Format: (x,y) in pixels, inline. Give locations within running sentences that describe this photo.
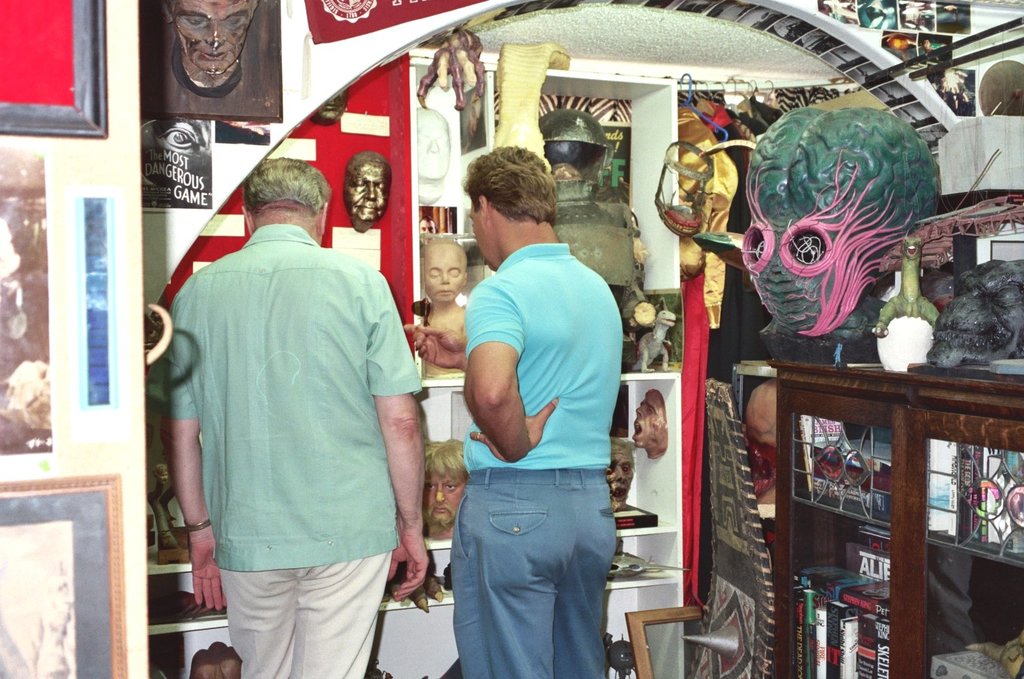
In the image I can see two people (355,653) who are standing and around there are some shelves (616,627) and some frames (16,300) to the walls (53,276).
